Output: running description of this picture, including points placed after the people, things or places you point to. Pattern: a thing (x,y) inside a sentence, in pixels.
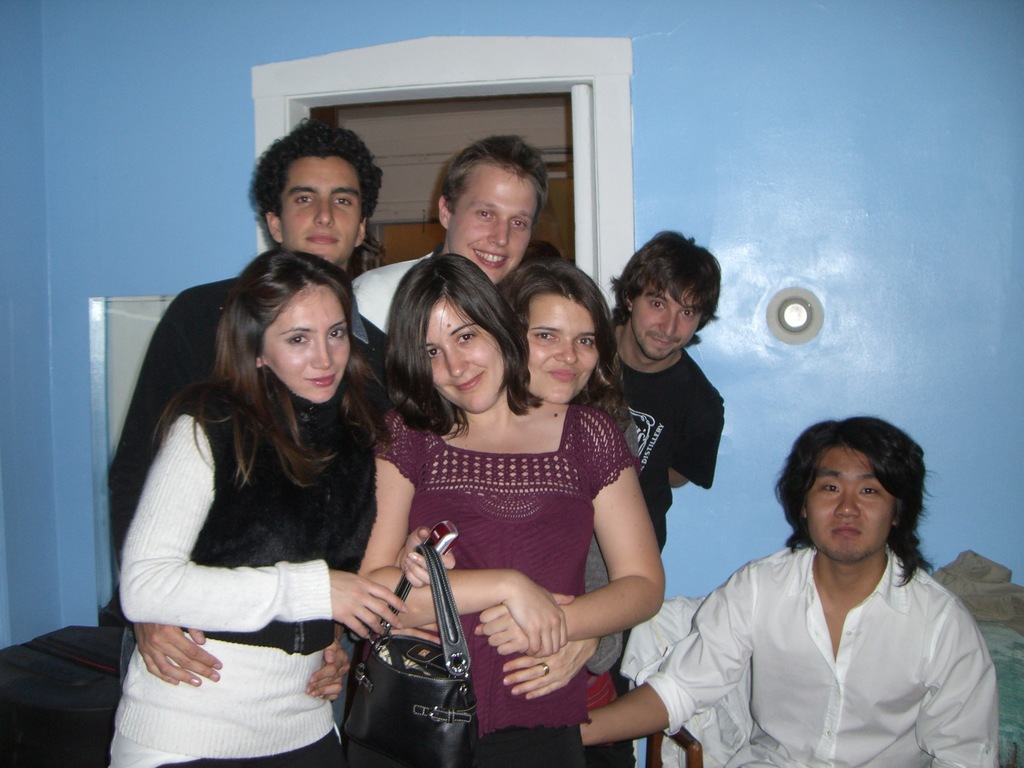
In this picture we can see some persons (146,737) who are standing. She is holding a bag (404,705). Here we can see a person (691,640) who is sitting on the chair (683,745). And this is the wall (830,105).
